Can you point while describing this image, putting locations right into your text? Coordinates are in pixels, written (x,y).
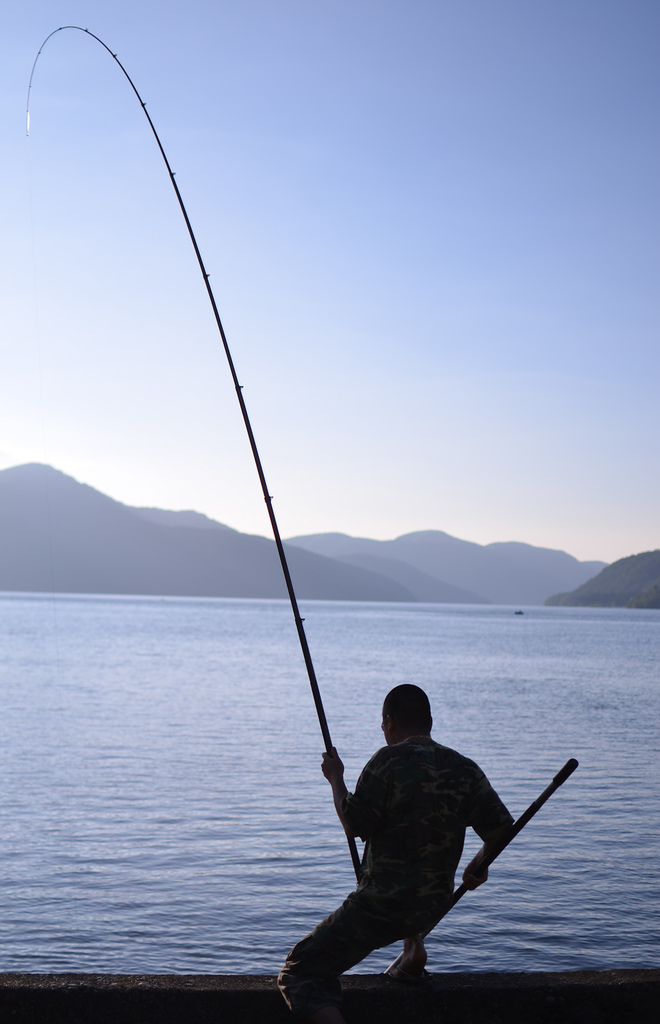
In the foreground of the picture (372,812) we can see a person (415,885) holding a fishing rod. In the middle of the picture (303,535) there are hills (283,591) and a water body (350,757). At the top (351,172) there is sky (371,229).
